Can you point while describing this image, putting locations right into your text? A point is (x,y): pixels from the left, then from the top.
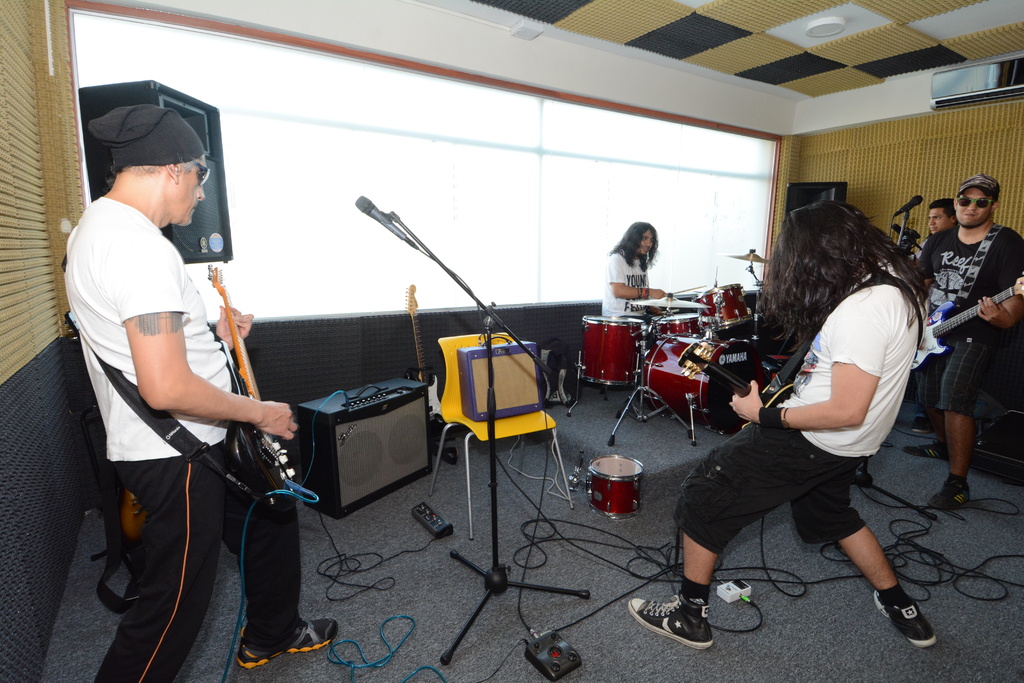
This is a picture of a group of people (129,314) in the room (668,434) who are playing some musical instruments (702,412) and there is a speaker (211,116) and mike (366,214) and a air conditioner (962,106).
